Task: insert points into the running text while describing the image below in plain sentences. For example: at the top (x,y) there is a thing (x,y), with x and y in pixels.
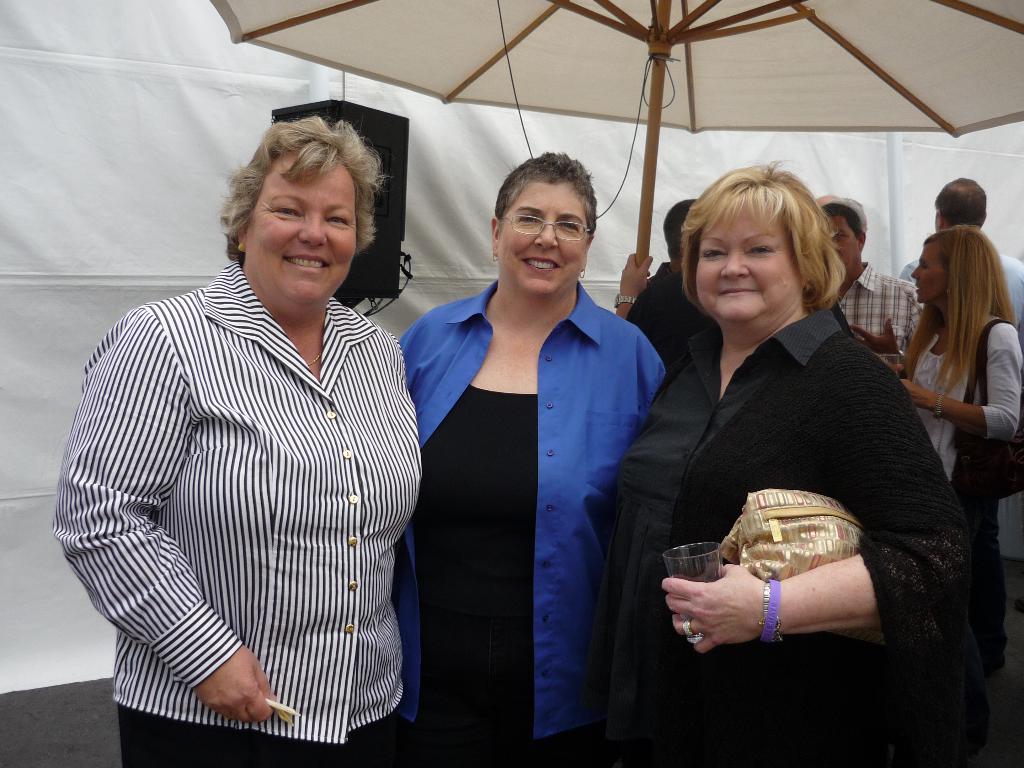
In this picture I can see there are three women (672,502) standing and they are smiling. The woman (879,488) on top right (828,255) is holding a glass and a handbag (777,547). There is a umbrella (519,41) in the backdrop (207,163) and there is a speaker (389,153) and a white surface (409,319).
